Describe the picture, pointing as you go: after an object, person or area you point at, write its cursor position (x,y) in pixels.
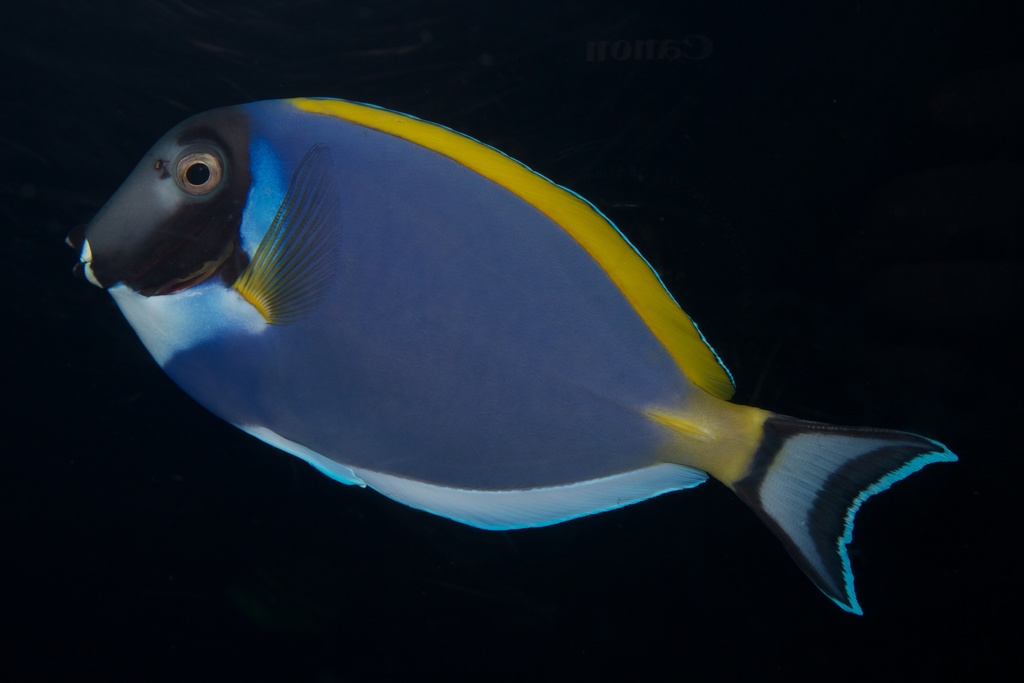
In this picture there is a fish (800,438). At the back (961,481) there is a black background (933,115). At the top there is text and the fish (421,377) is in blue and yellow color.
